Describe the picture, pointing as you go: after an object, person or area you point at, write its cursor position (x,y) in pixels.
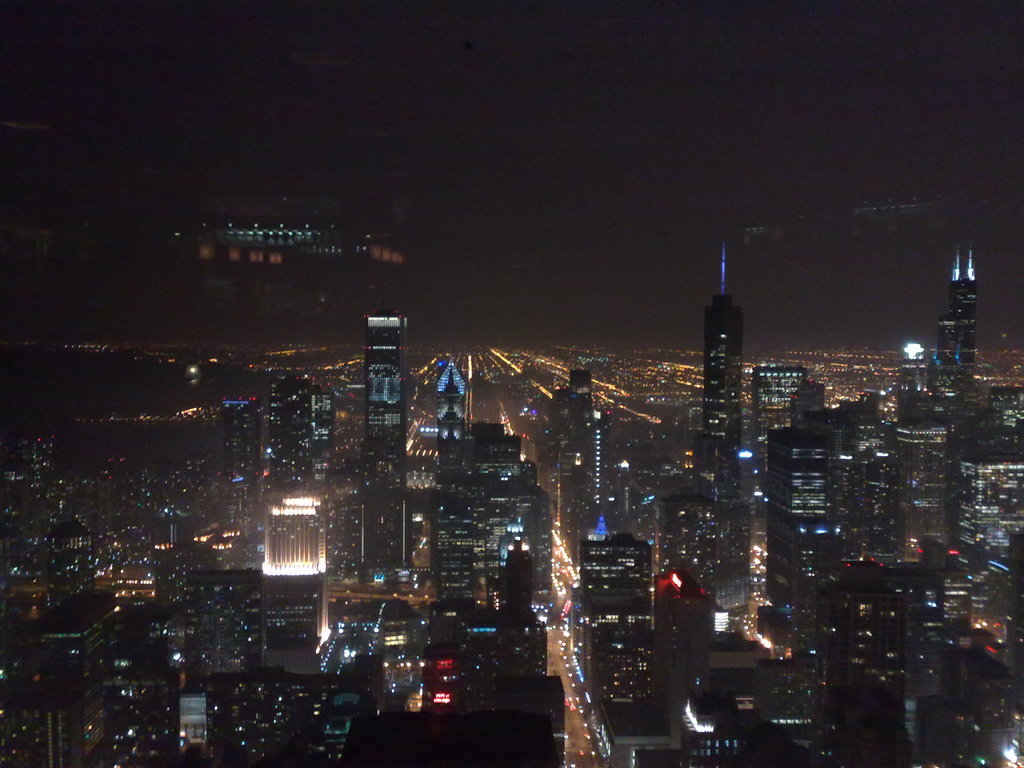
In this picture I can see number of buildings (379,346) and lights (341,358). On the top of this picture (242,79) I can see the sky (456,61) which is dark.
